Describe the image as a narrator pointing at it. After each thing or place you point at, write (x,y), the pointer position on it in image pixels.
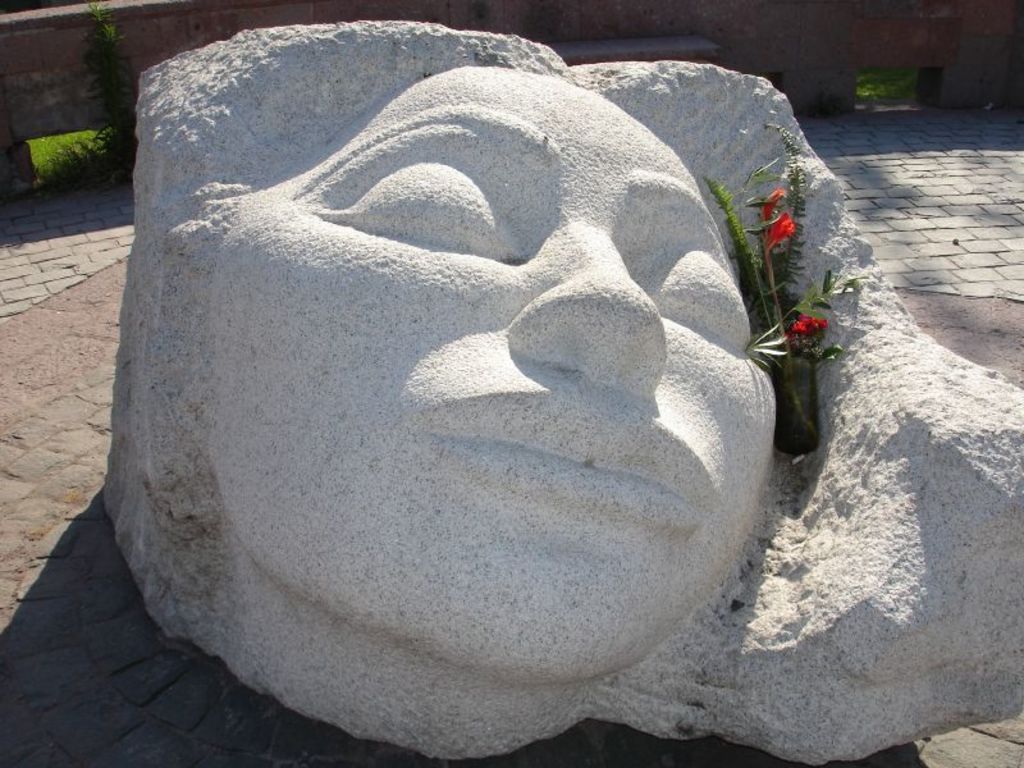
In this image in the foreground (324,370) there is a sculpture (672,426) and there are flowers (764,296) and plant (808,302), in the background (931,81) there is a wall (83,84), grass (59,143), plants (117,125). And at the bottom (120,659) there is a walkway (152,662).
